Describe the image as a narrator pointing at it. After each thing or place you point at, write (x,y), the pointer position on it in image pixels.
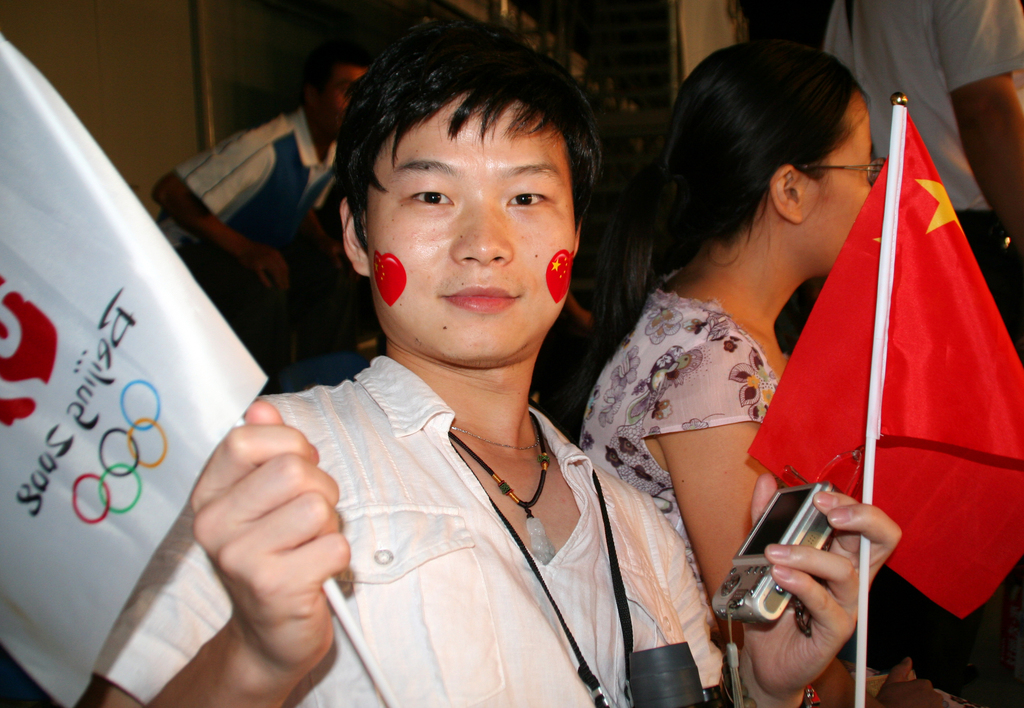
In the center of the image (504,382) there is a man (470,634) holding two flags (933,444) and a camera (805,514). In the background (826,89) we can see some other persons (820,191).
